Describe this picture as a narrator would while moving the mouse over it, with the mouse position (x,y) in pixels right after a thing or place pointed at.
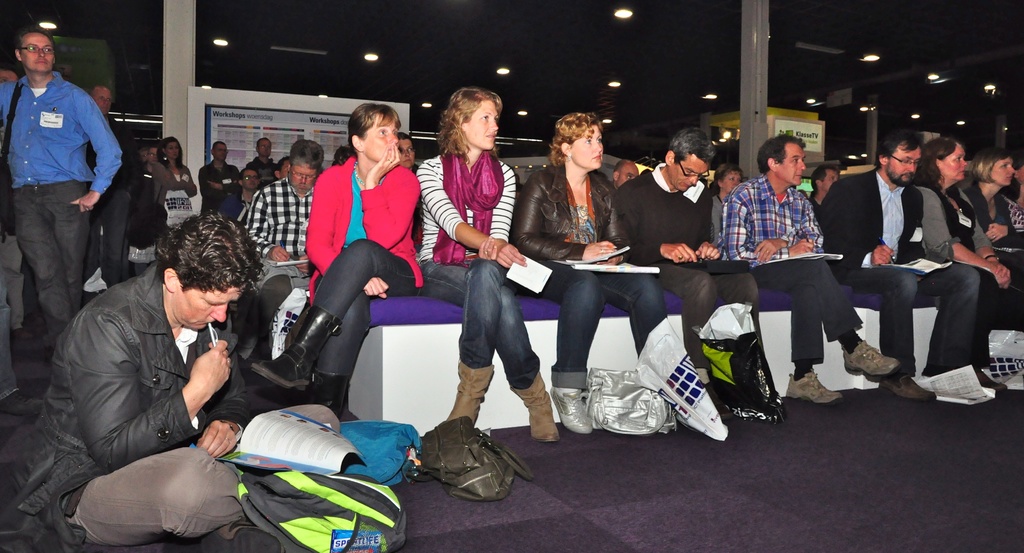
In this image we can see a group of people (801,168). Here we can see a few people (508,262) sitting on the sofa bench (418,339). Here we can see a few people (588,245) holding a book (588,263) and a pen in their hands (712,248). Here we can see the bags (460,471) on the carpet (450,527). Here we can see the lighting arrangement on the roof (712,70).
